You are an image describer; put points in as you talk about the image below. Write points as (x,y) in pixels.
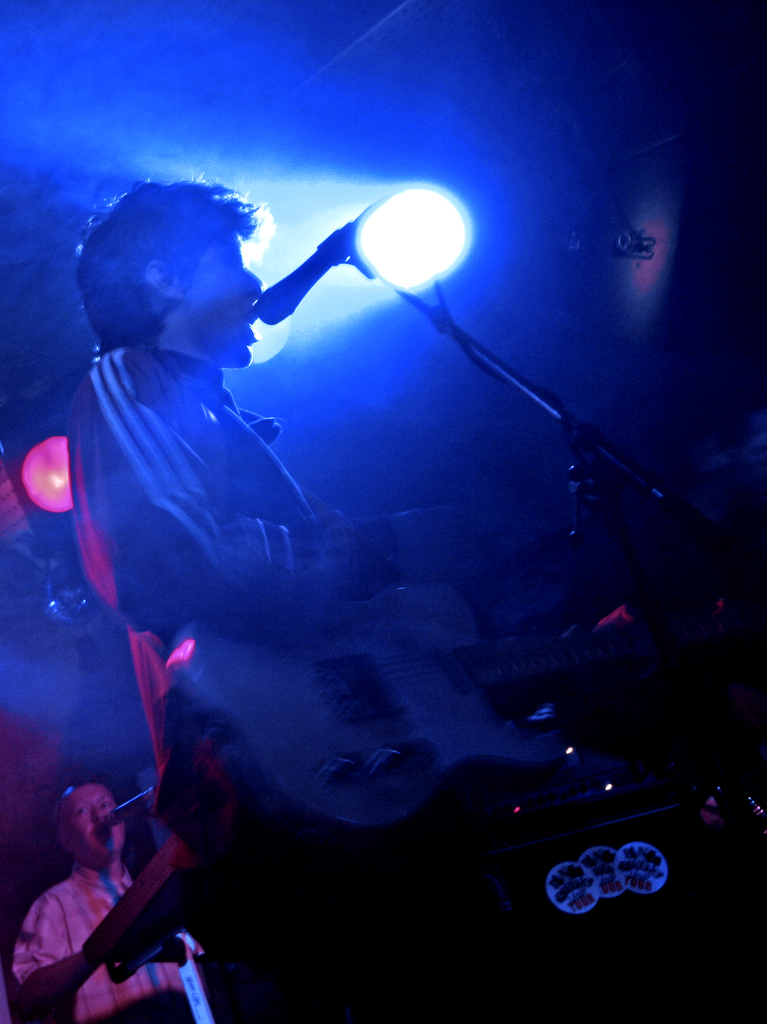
In this image, we can see a person (222,379) in front of the mic (282,297). There is an another person (85,912) in the bottom left of the image (169,980). There is a light (398,219) in the middle of the image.
